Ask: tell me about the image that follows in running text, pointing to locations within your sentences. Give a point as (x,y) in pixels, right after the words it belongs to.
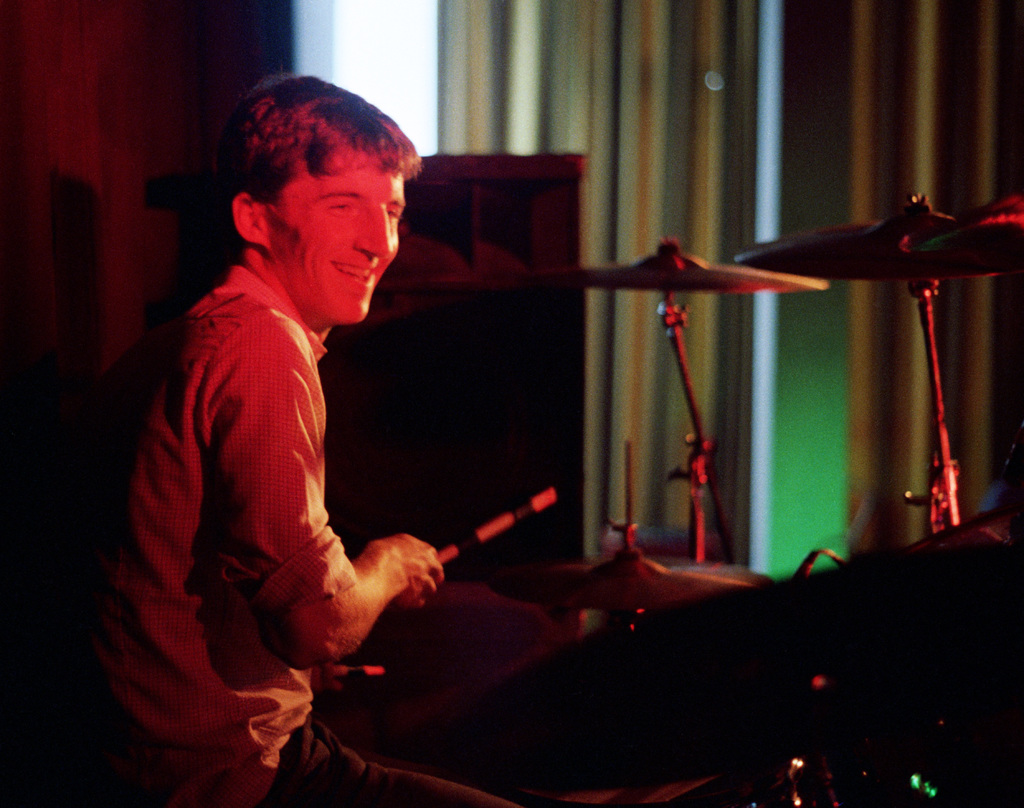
In this image I can see a man (303,149) is playing the musical instruments (605,601). He wore shirt (268,451) and he is smiling.
